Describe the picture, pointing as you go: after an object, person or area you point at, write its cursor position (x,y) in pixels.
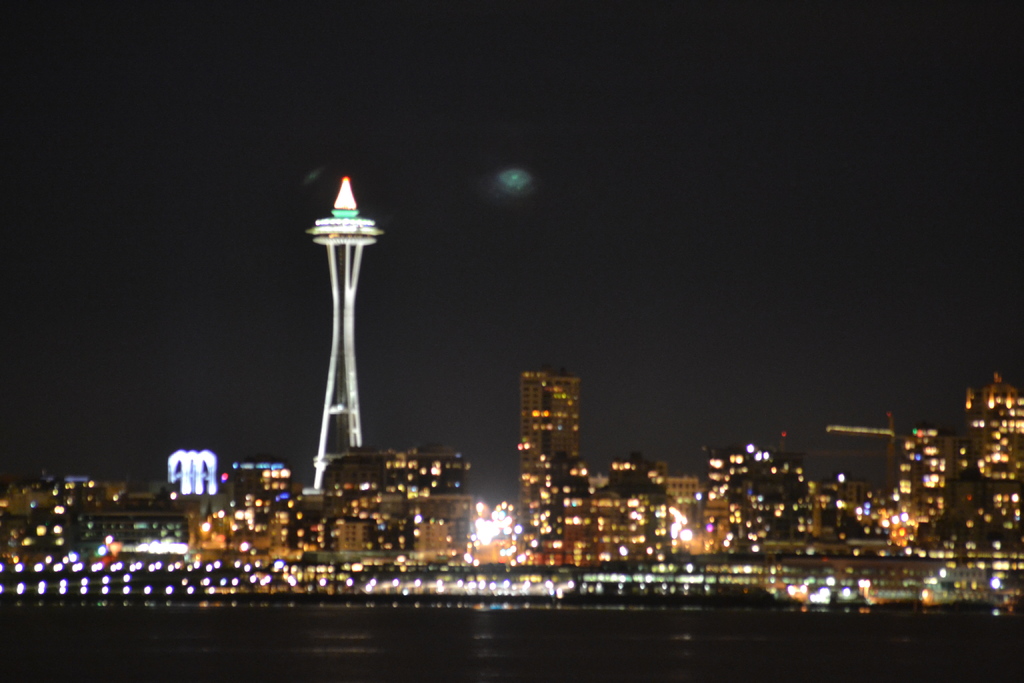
In the image there are buildings (363,521) in the background (391,512) with many lights (761,507) all over it, this is clicked at night time and above its sky (704,218).
